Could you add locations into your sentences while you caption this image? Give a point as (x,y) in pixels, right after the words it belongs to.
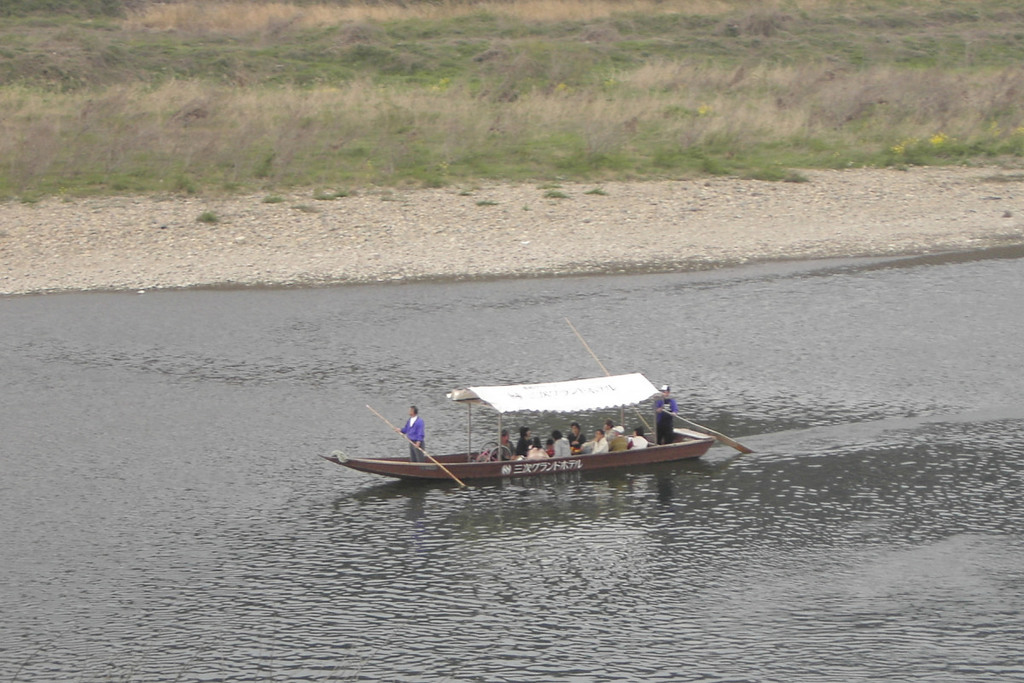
In this image I can see a boat (441,457) visible on the lake (477,490) and on the boat (522,439) I can see few persons (605,436) sitting and two persons (417,436) holding sticks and at the top (360,114) I can see grass (549,85).
